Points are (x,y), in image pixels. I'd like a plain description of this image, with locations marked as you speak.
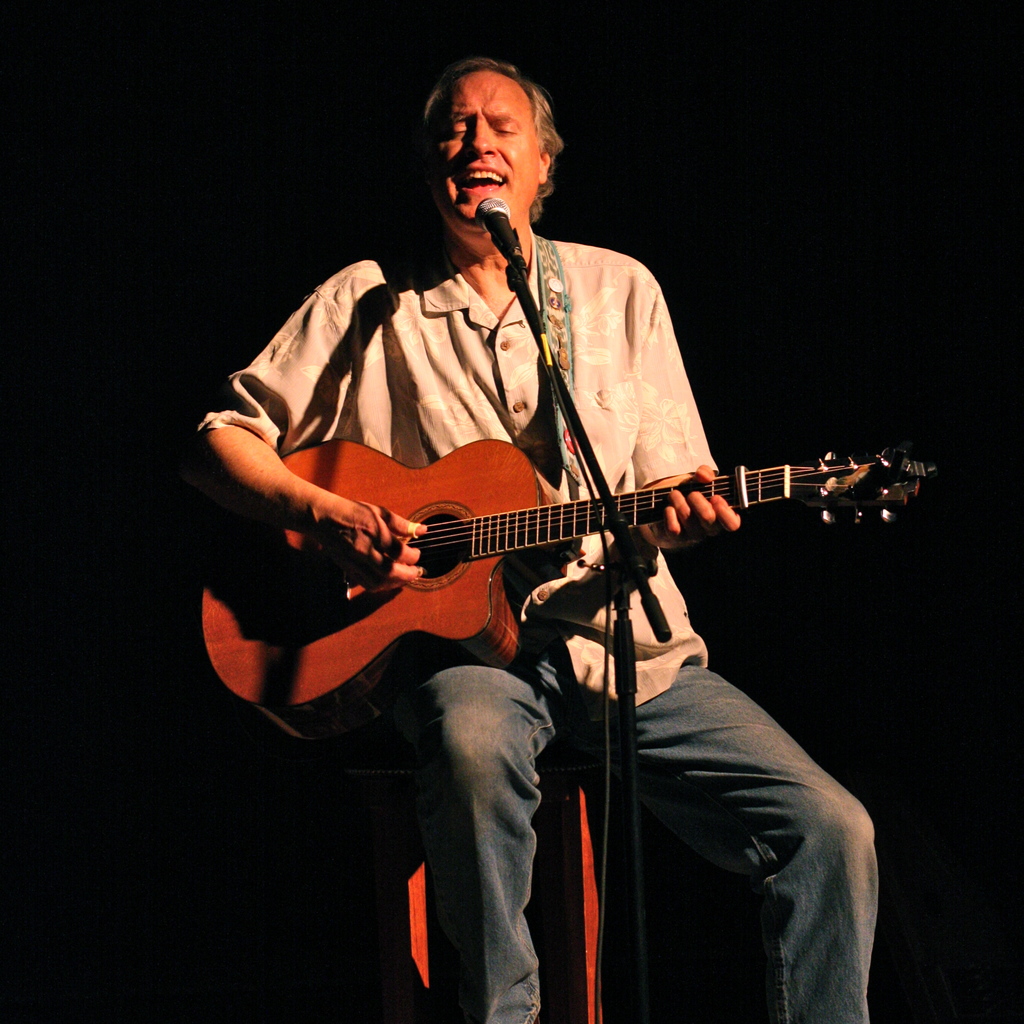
In this image I can see a man (693,704) is sitting and holding a guitar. Here I can see a mic (516,238) in front of him.
